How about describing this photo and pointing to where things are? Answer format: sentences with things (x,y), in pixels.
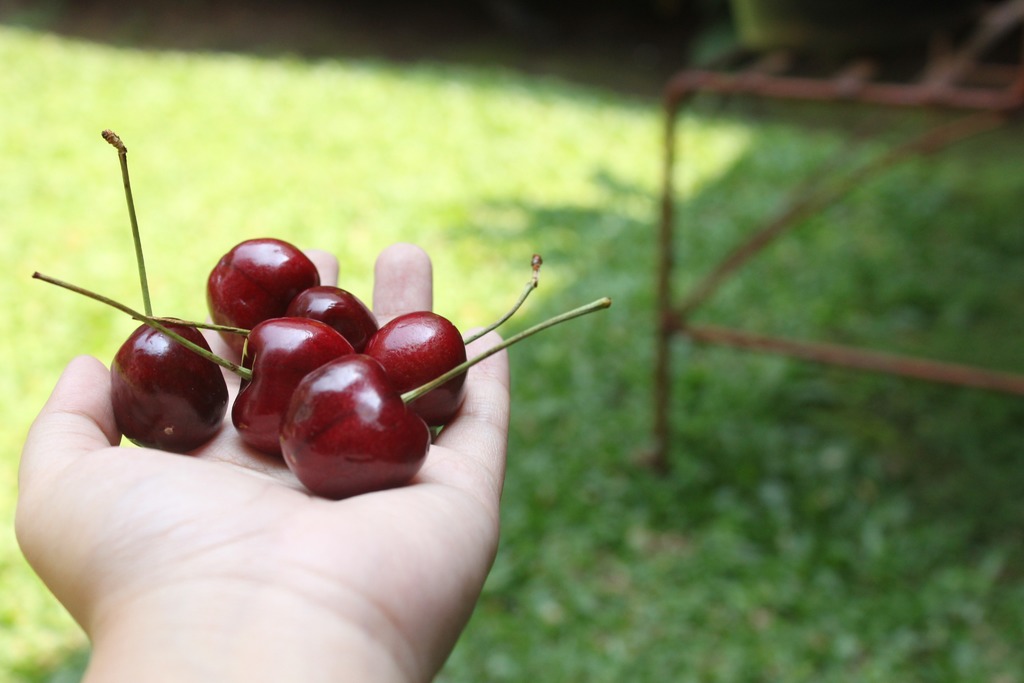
In the center of the image (353,354) there is person's hand (406,541) holding berries (150,322). At the bottom of the image (664,544) there is grass (629,505).
